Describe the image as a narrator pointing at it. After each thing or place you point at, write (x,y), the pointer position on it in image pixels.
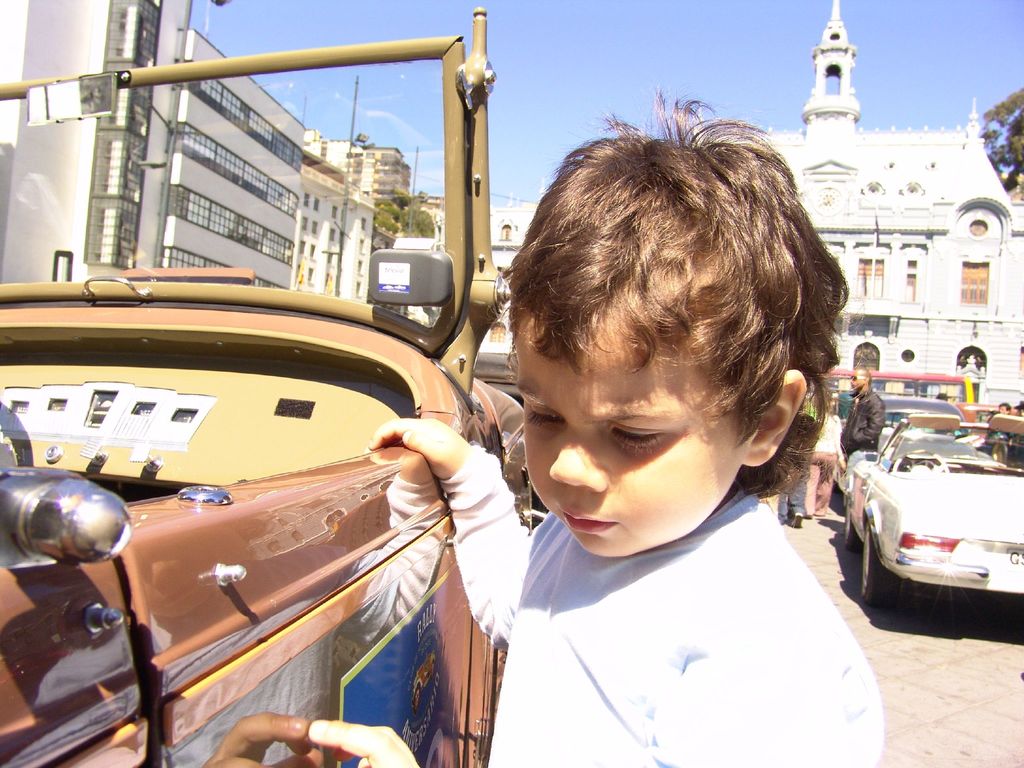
In this image in the background (337,200) there are some buildings (527,217), and one church (879,216) and trees (383,209), poles (339,256) and some lights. In the foreground (168,515) there is one vehicle (173,497) and one boy (573,518) is standing near the vehicle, and in the center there are some vehicles (1019,495) and one person (865,443) is standing. And also there are a group of people (821,483) who are standing, on the top of the image (586,58) there is sky (579,48).
